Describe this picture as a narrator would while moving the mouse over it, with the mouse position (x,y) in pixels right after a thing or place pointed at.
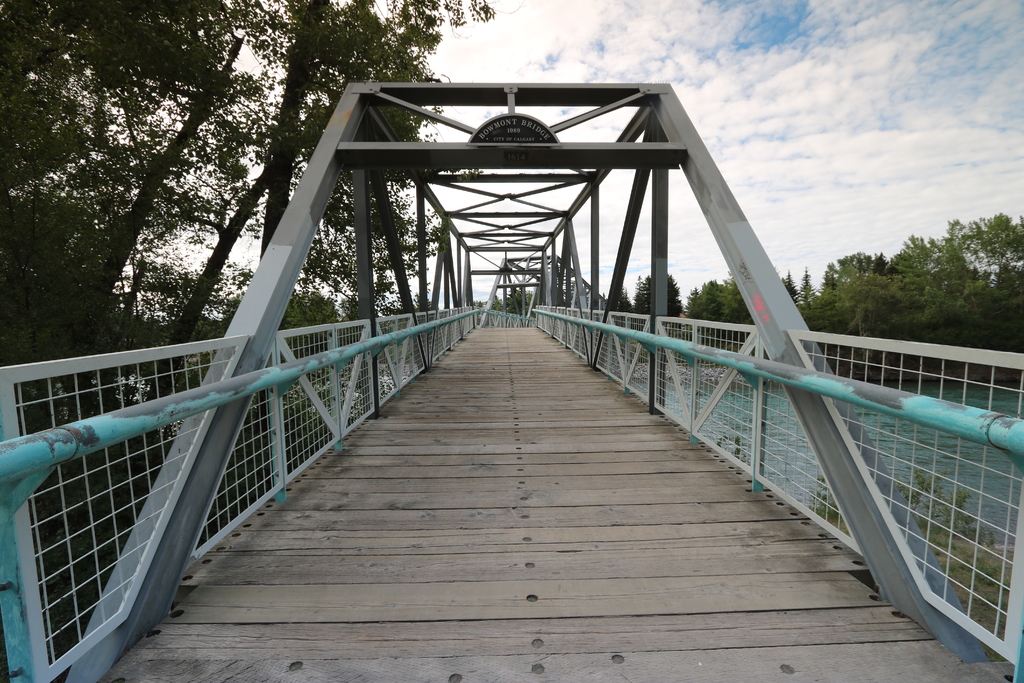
There is a bridge (568,226) in the foreground area of the image (374,311), there are trees (856,304), water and the sky (814,289) in the background (780,215).
